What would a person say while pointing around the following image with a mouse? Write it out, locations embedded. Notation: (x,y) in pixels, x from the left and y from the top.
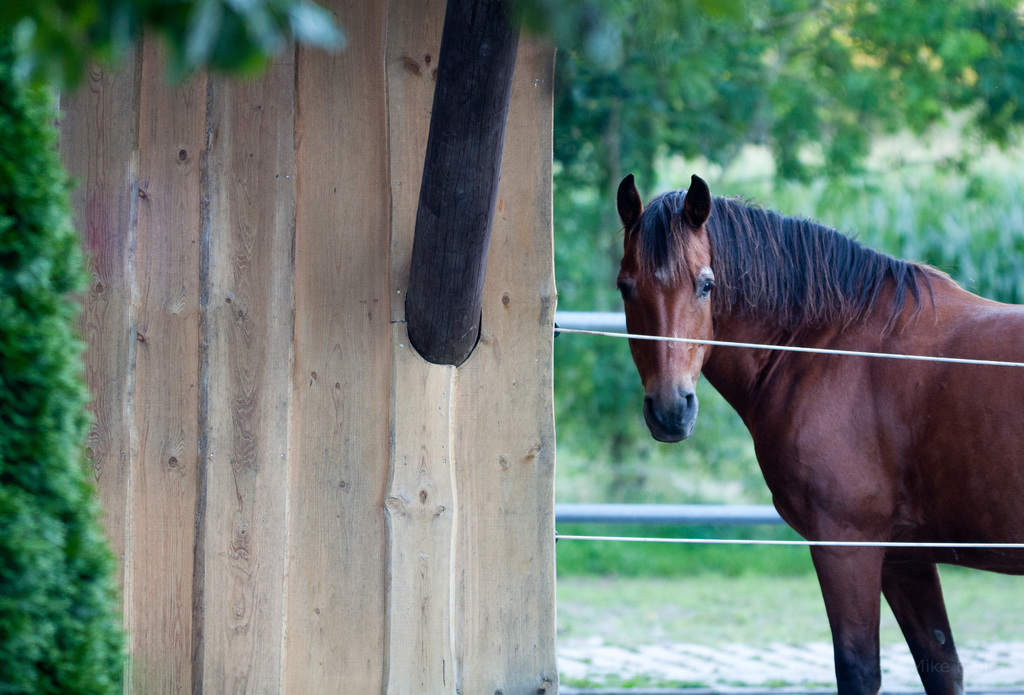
This picture is clicked outside. On the right (988,316) we can see the horse (770,404) standing on the ground (884,648). On the left (322,156) we can see the wooden objects (351,194) and we can see the green leaves (111,576), green grass (700,567), plants (611,481) and trees (849,149) and some other items (593,536).
